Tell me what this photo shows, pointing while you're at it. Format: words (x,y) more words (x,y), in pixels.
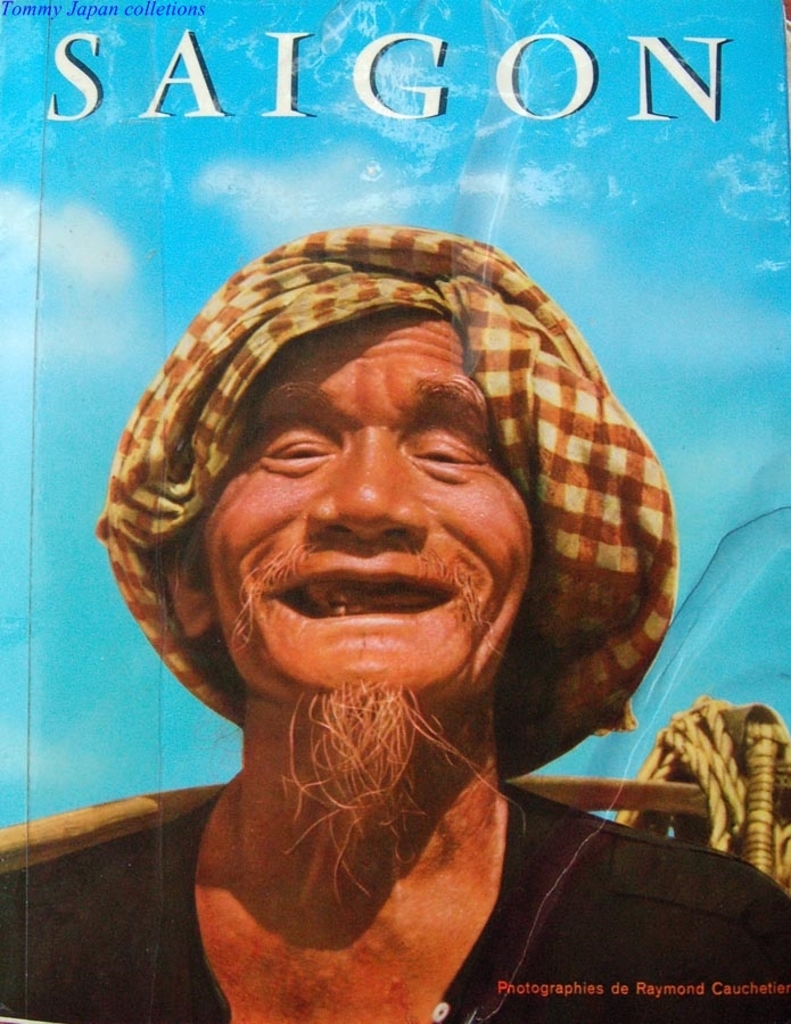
In this picture i can see a man (297,814) wore a cloth (448,281) on his head (416,347) and a stick (49,839) on his shoulder (745,896) and I can see text (281,68) on the top (253,65) and bottom right corner. Image looks like a cover page of a magazine.
